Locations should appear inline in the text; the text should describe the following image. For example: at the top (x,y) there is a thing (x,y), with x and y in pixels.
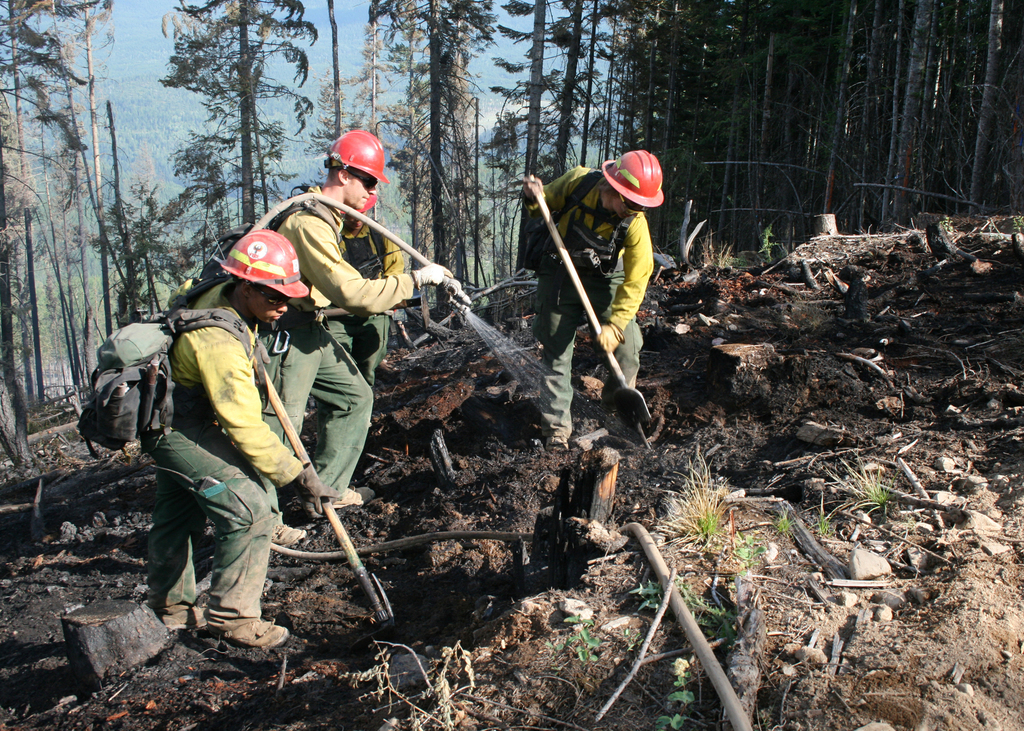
In this image there are people (233,548) standing on the land (495,552) having some grass (734,558), rocks (990,523). They are carrying the bags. They are wearing caps (255,261). Few people (225,288) are holding the shovels (623,405) in their hands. Middle of the image (386,290) there is a person (348,360) holding a pipe (468,309) in his hand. Background (941,30) there are trees (458,108).
